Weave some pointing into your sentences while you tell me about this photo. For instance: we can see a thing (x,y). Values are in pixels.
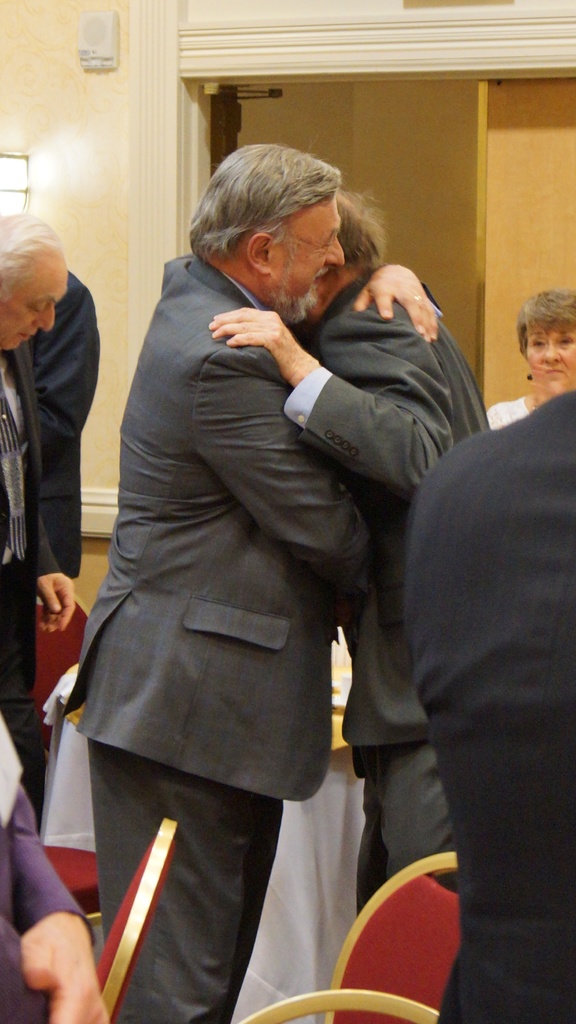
In the picture we can see people (288,396), there are two men (109,723) standing and hugging each other, there may be a light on the wall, there are chairs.
